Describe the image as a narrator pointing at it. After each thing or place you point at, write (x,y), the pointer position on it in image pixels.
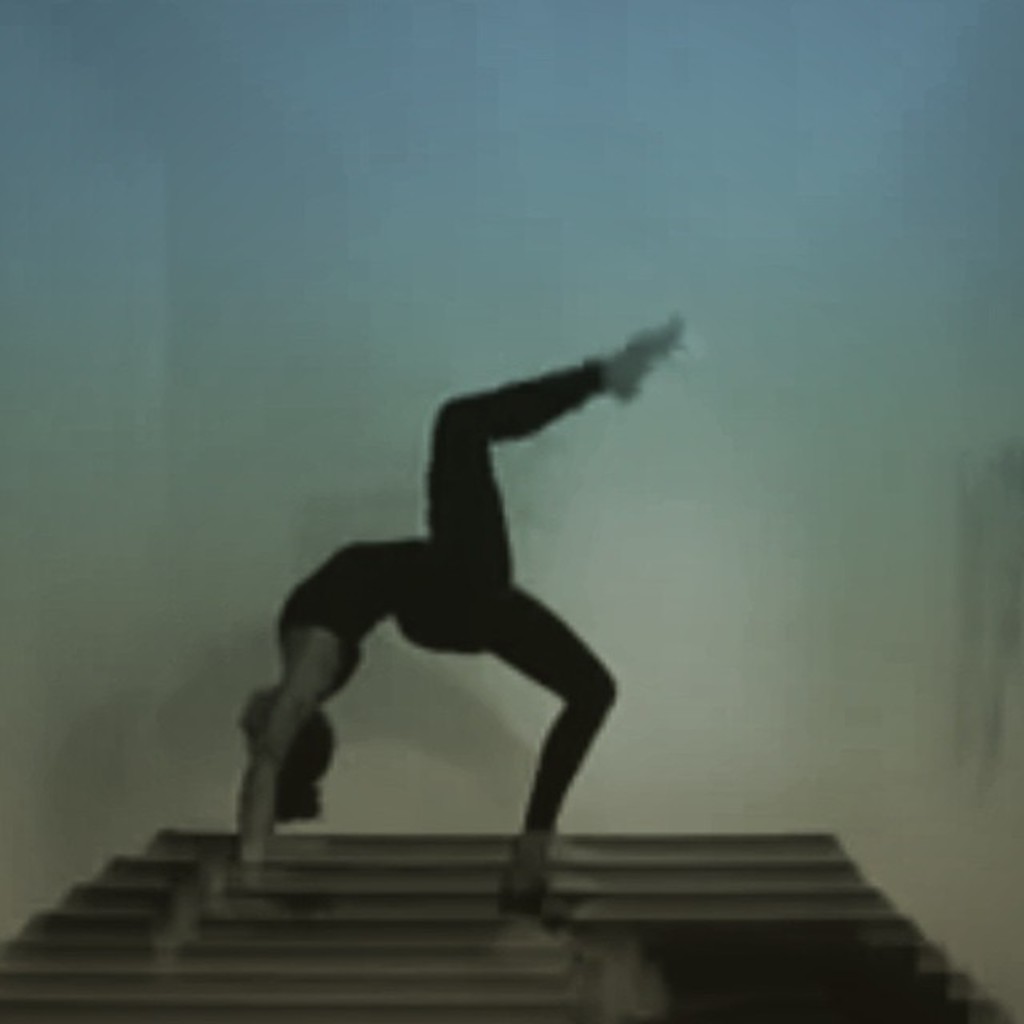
It looks like an edited image. I can see a person (313,600) in a pose. In the background (384,285), It looks bluish in color. At the bottom of the image (348,920), I think this is a platform (512,936).
